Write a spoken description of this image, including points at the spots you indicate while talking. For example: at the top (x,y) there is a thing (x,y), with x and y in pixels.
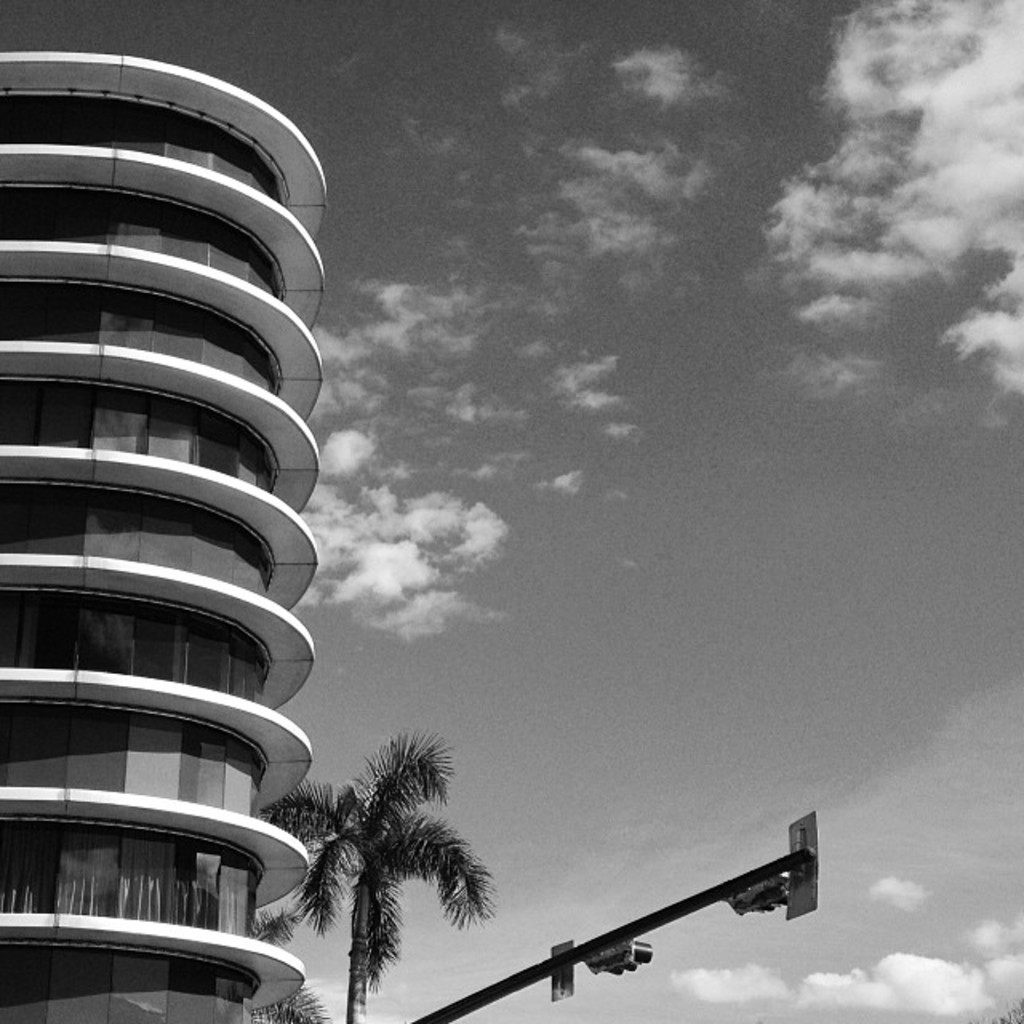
This is a black and white picture. I can see a building (55,176), there are trees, there are signal lights (633,940) to the pole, and in the background (945,739) there is sky (516,583).
